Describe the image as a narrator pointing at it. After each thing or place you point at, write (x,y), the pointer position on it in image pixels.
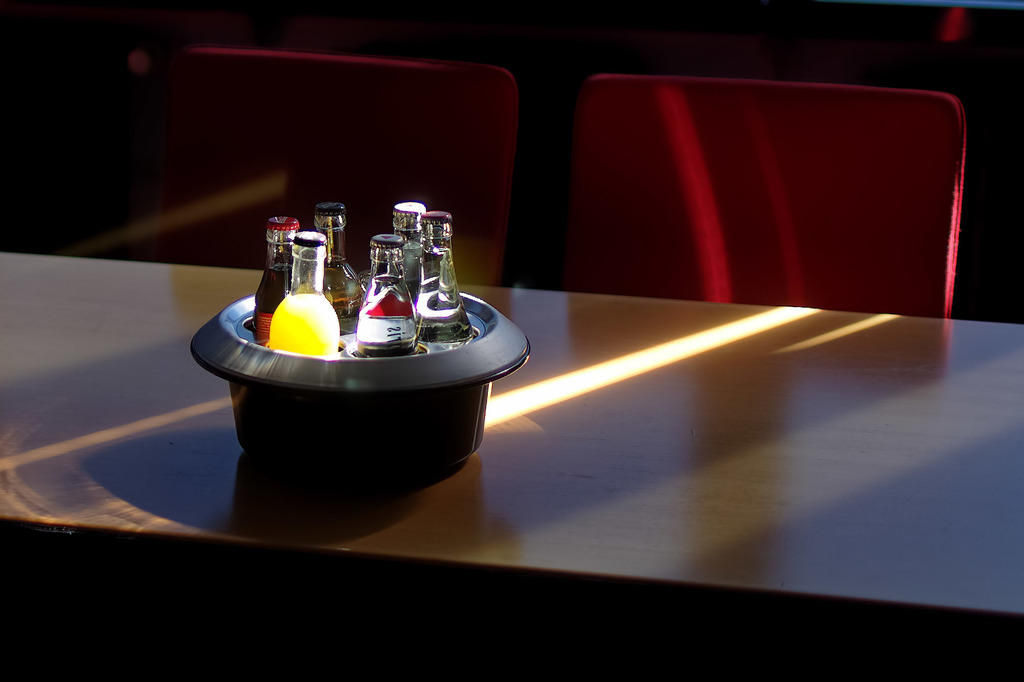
This picture shows a bottles (344,319) which were packed in the bowl (363,403), on the table (151,390). There are two chairs (247,133) in front of the table (654,365).
